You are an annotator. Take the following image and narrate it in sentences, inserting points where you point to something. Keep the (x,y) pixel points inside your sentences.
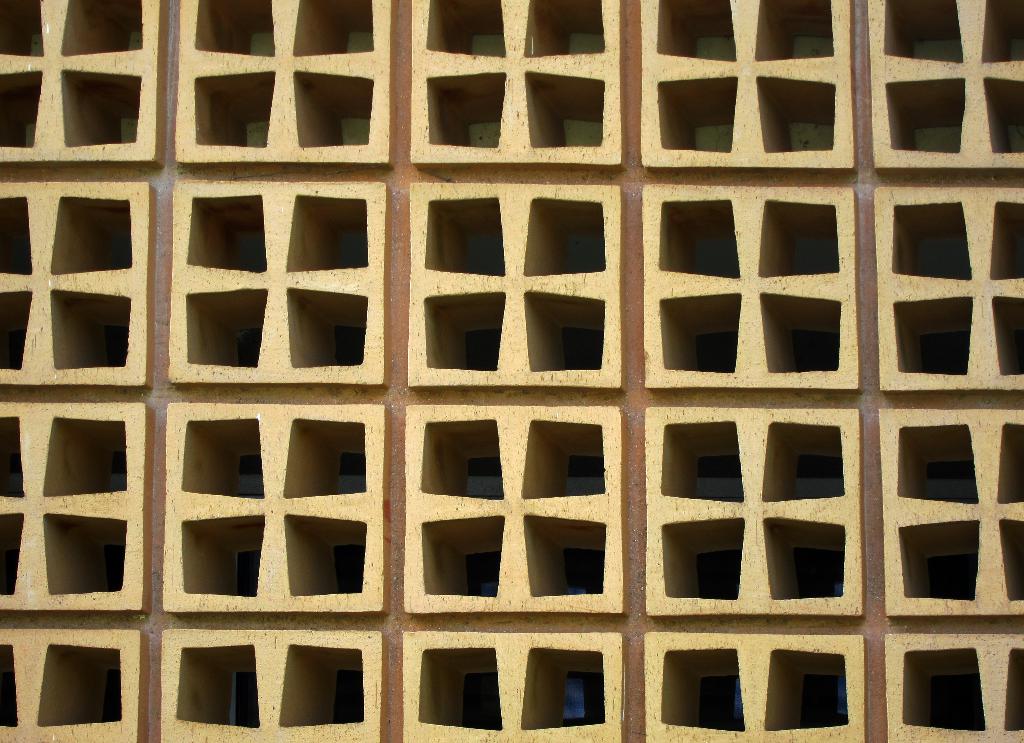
In this image I can see an object (319,287) in brown and cream color.
